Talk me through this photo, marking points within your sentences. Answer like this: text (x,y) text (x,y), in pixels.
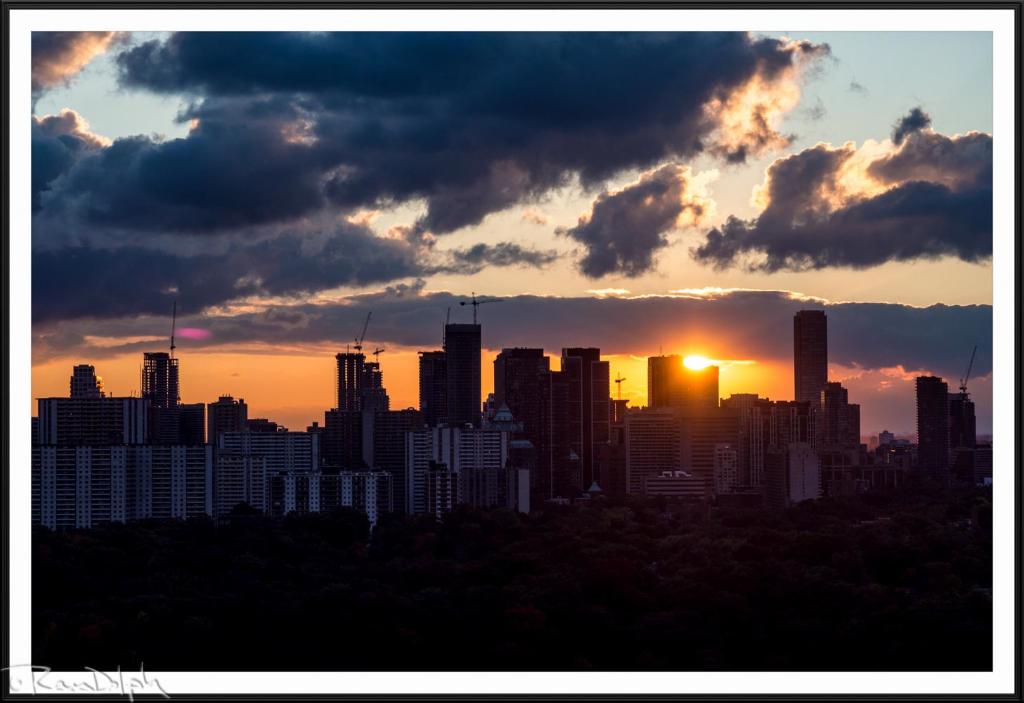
In this image I can see number of buildings (366,478) in the front (394,505). I can also see clouds (385,309), the sky (756,388) and the sun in the background (600,300).
